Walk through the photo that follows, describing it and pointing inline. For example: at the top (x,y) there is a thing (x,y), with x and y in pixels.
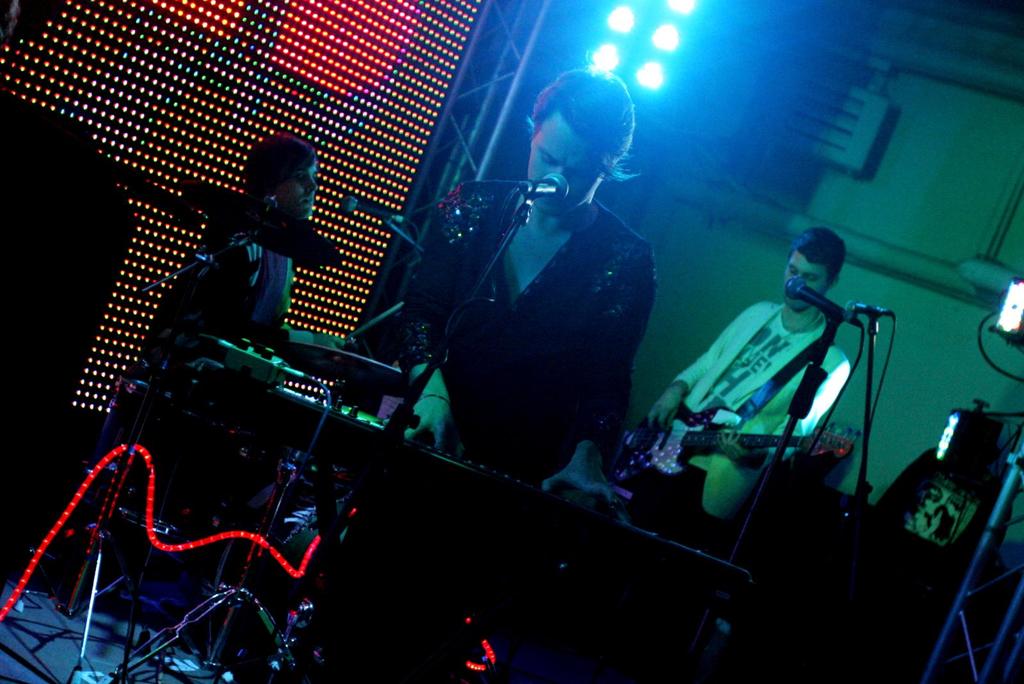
In this picture we can see a person (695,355) holding a guitar (632,464) and standing. We can see a man (466,238) standing. There are microphones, microphone stands (494,257), lights (337,303), musical instruments (206,194) and other objects (880,524). We can see a person (270,293) sitting on the left side (251,307).
